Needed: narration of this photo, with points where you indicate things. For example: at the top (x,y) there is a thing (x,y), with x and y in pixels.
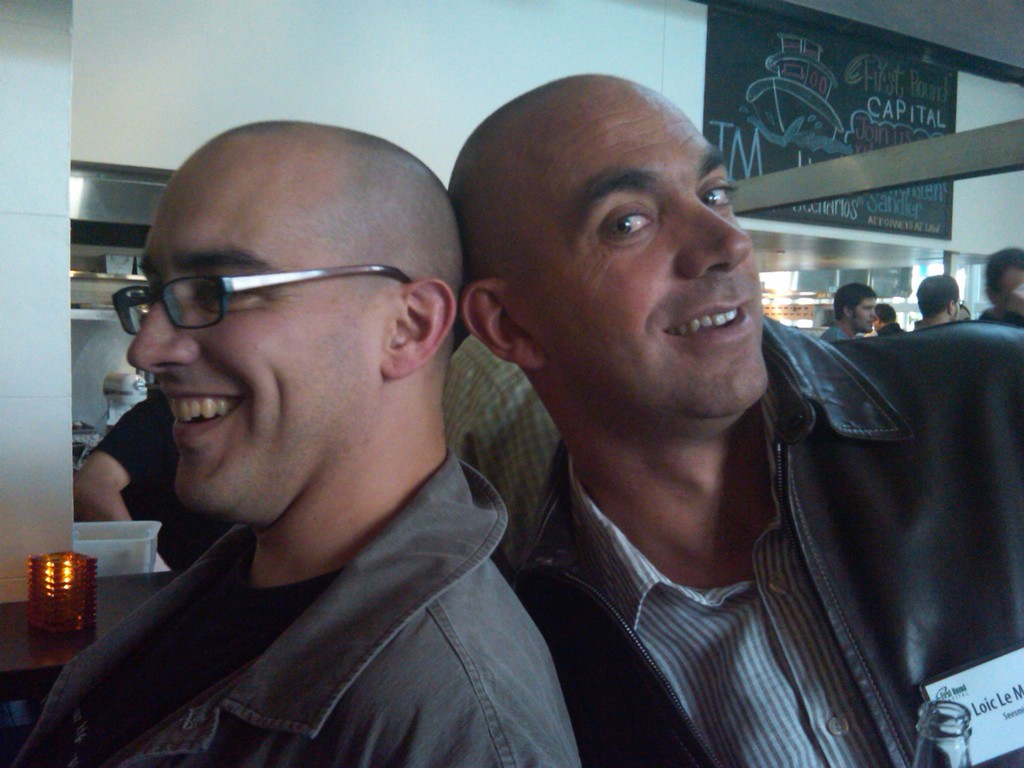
In this image I can see two men (575,531) in the front (673,421) and I can see smile (665,331) on their faces (332,431). I can also see both of them are wearing jackets (639,678) and I can see the left one (229,328) is wearing a specs (143,327). In the background (25,133) I can see few more people (107,513), a white colour thing (101,542), an object (78,581) and on the top right side (848,46) I can see a black colour board (803,120). On the board (802,109) I can see something is written. I can also see a bottle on the bottom right side of the image (940,720).
